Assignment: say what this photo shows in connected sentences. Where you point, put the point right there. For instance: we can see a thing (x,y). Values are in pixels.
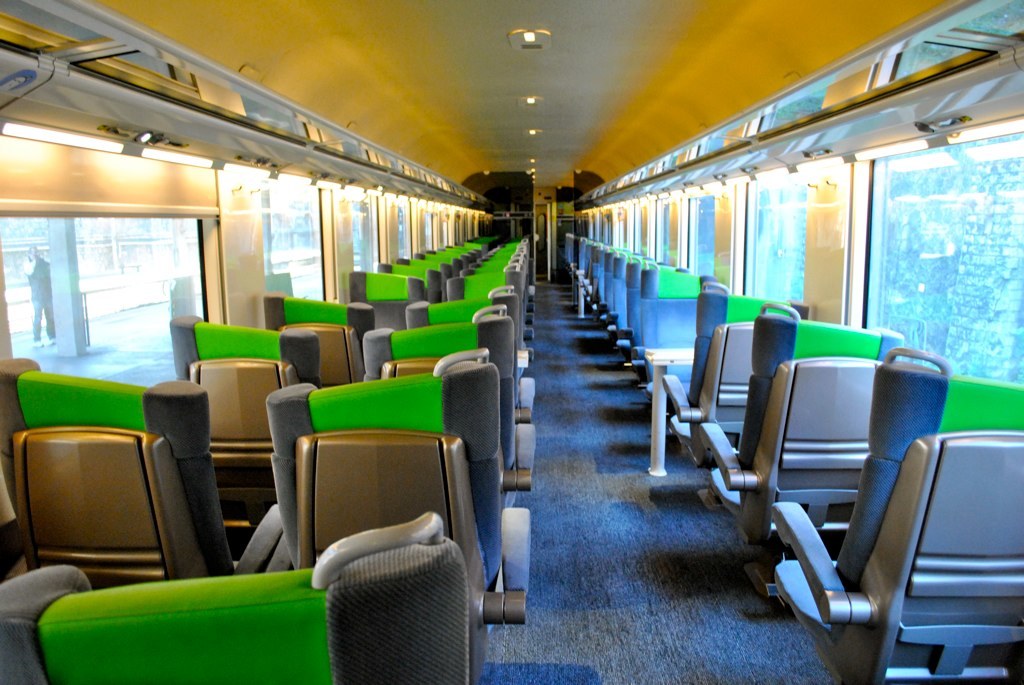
In this image we can see some seats (503,410) of a locomotive (578,184) and this is the inside view of a locomotive (534,194), there are some glasses (984,314) on left (141,250) and right side of the image (766,281) and top of the image (319,186) there are lights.
